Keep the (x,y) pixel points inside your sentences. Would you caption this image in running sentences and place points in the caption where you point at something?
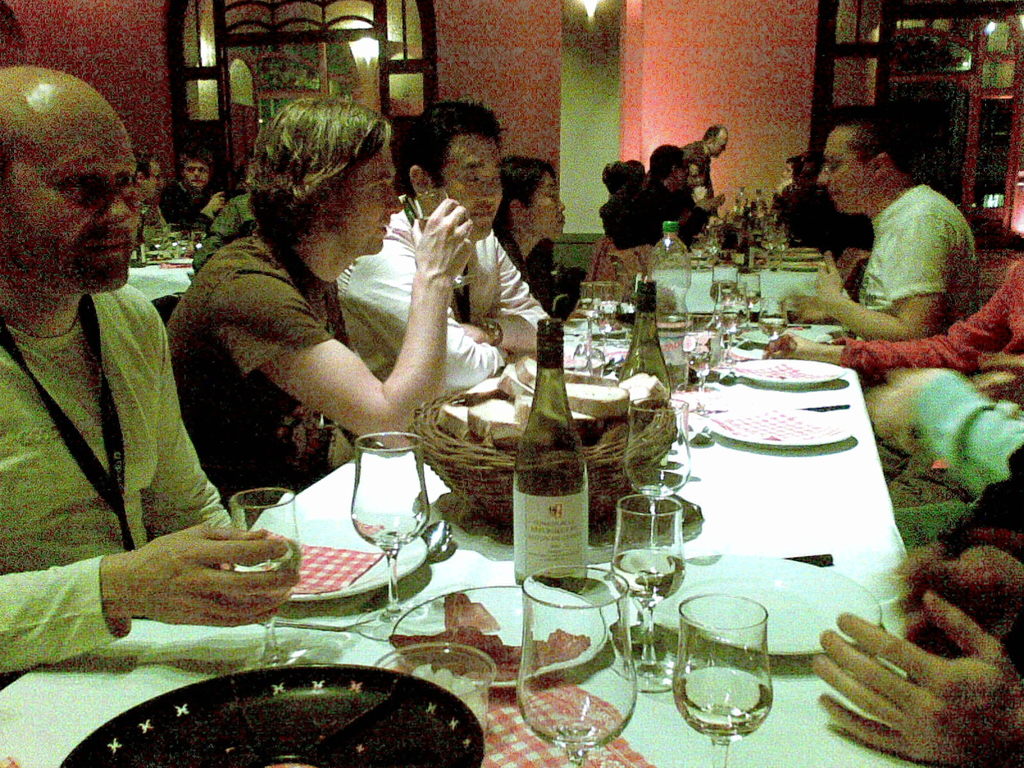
In the image we can see there are people (523,262) who are sitting in a chair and in front of them there is a table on which there is a wine bottle (651,285) and wine glasses (638,464) and in plate (515,643) there is a meat (501,651) and there are lot of people (522,198) sitting in the room (973,183).
